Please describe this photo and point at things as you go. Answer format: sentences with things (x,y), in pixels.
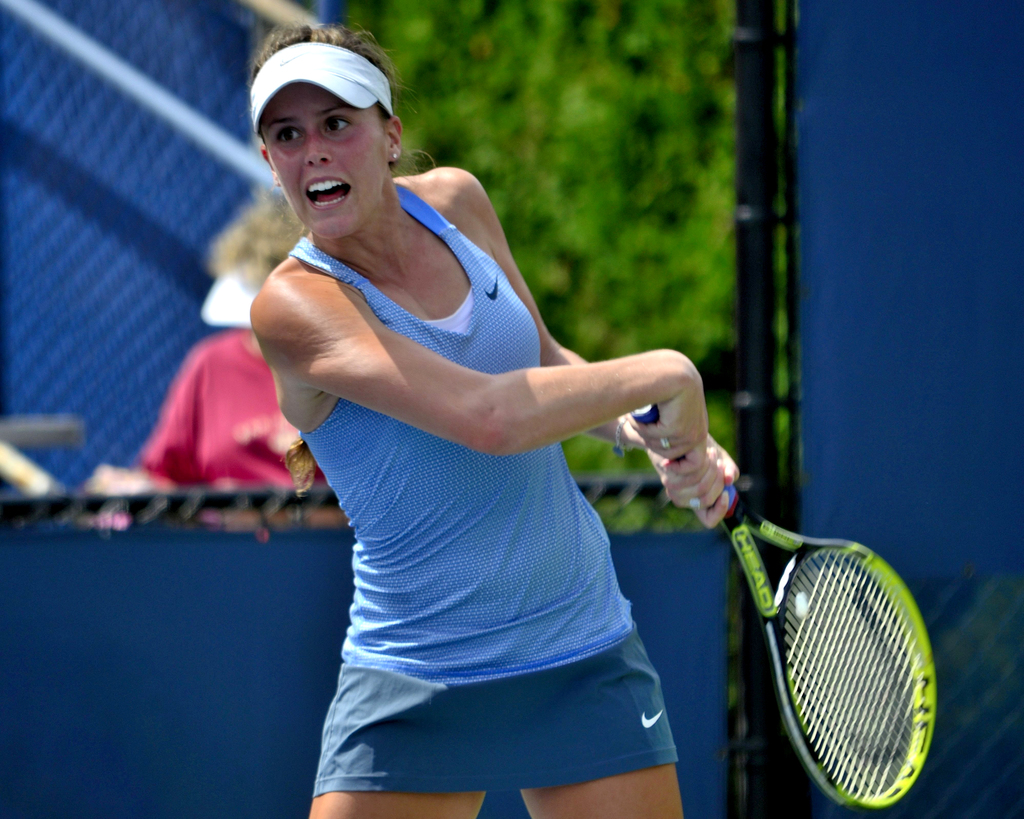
In this image, there are a few people (331,336). Among them, we can see a person (372,74) holding some object (812,627). We can also see the background (618,287). We can see some trees (708,164) and blue colored objects (821,465).
